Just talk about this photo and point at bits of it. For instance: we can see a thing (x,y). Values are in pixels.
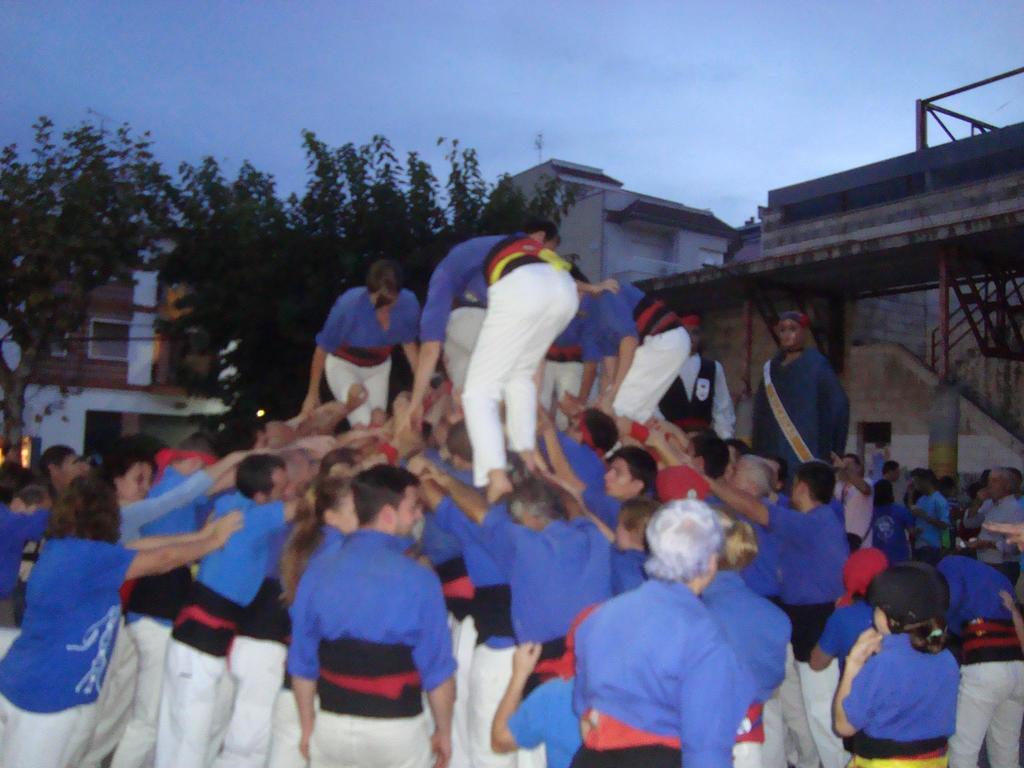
In this image we can see persons (502,375) climbing the other persons (467,508), trees (272,297), buildings (940,281), staircase (989,321), statues (808,377) and sky (272,44).
